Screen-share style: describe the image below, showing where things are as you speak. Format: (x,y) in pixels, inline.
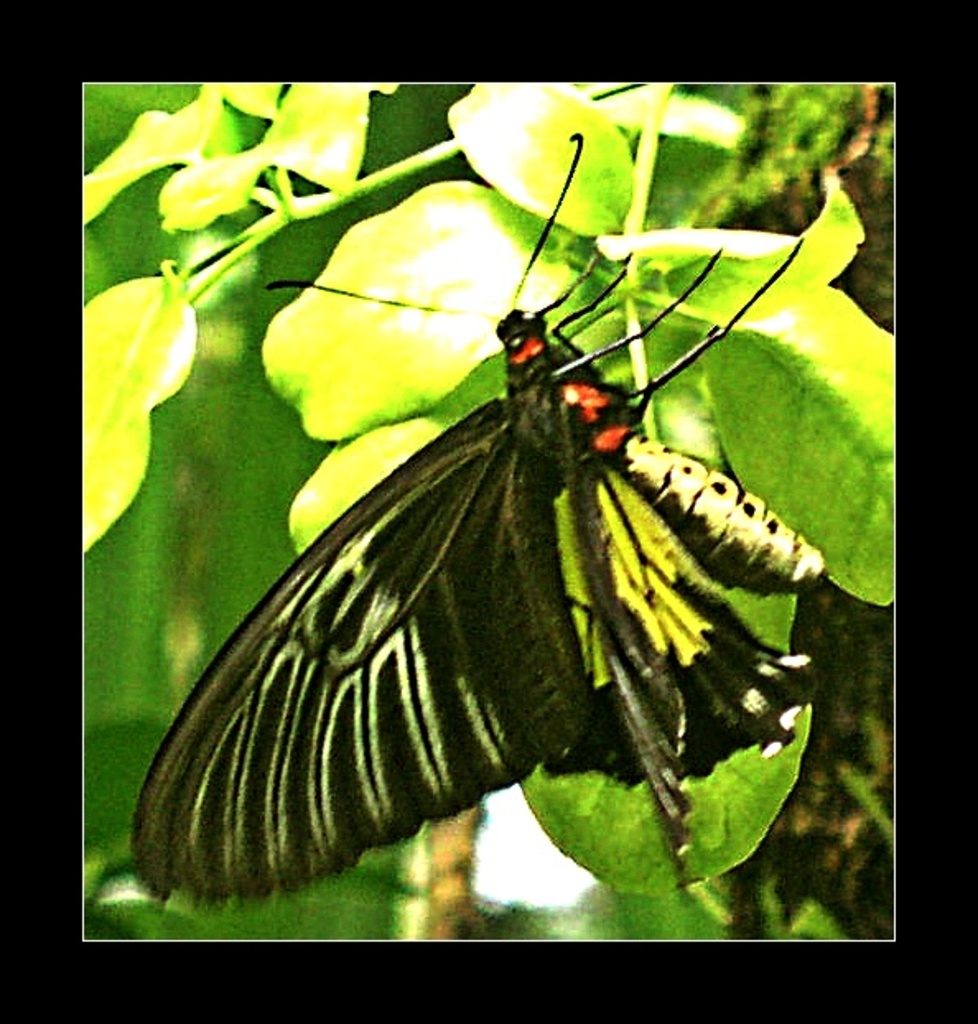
In this image we can see a butterfly (497,493) on the leaf (559,238).
